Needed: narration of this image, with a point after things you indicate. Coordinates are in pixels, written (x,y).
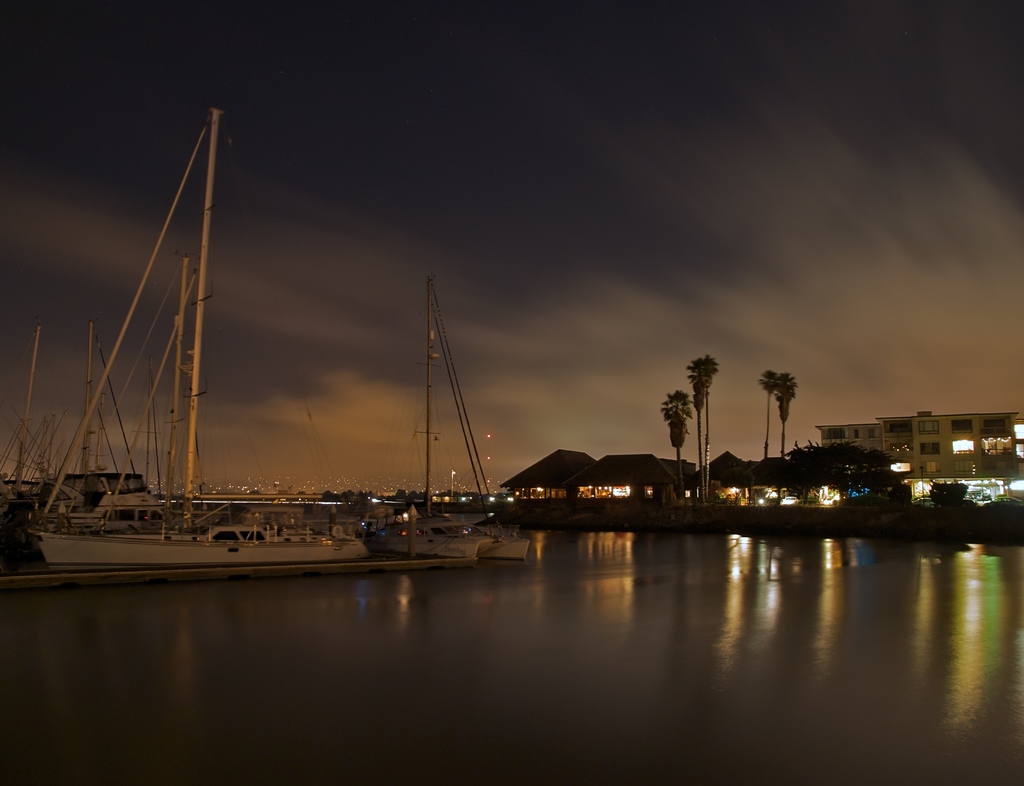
In this image, on the left side (301,559), we can see some ships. On the right side (764,473), we can see some trees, building (947,474), lights (975,481), hut (638,477). At the top (576,63), we can see a sky (573,218), at the bottom (794,711), we can see a water (536,666) in a lake (393,623).
